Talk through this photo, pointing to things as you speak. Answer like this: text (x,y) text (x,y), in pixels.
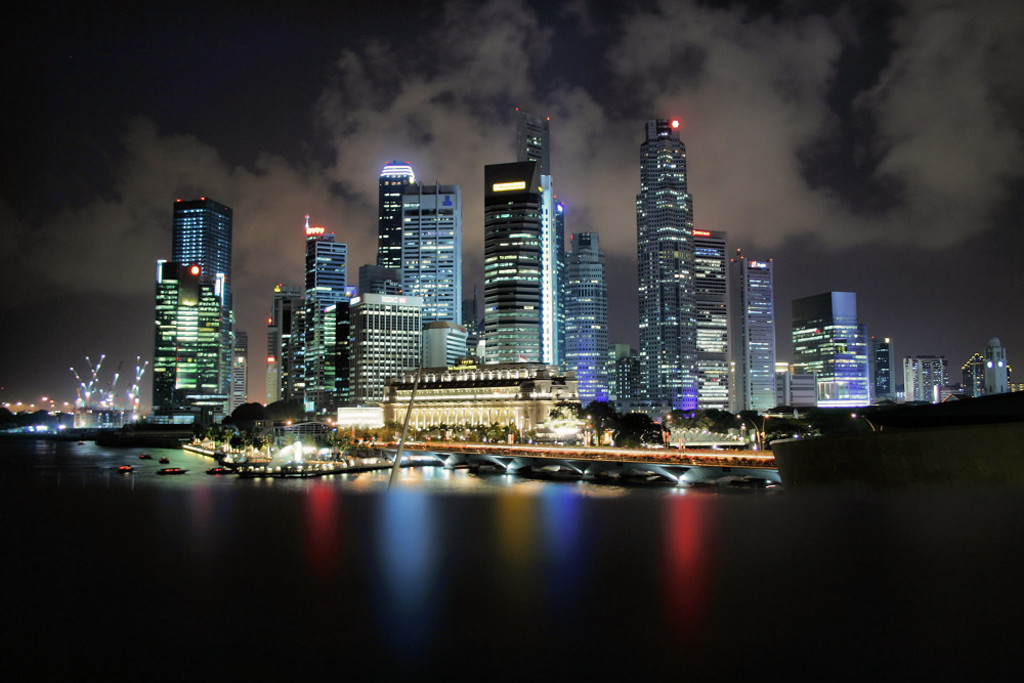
The image is taken in the nighttime. In this image there are so many tall buildings (448,330) in the middle (415,272). In front of them there is water (294,612) on which there are boats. In the water (584,494) there is a bridge (635,460). At the top (290,103) there is sky (281,80). There are lights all over the place.
